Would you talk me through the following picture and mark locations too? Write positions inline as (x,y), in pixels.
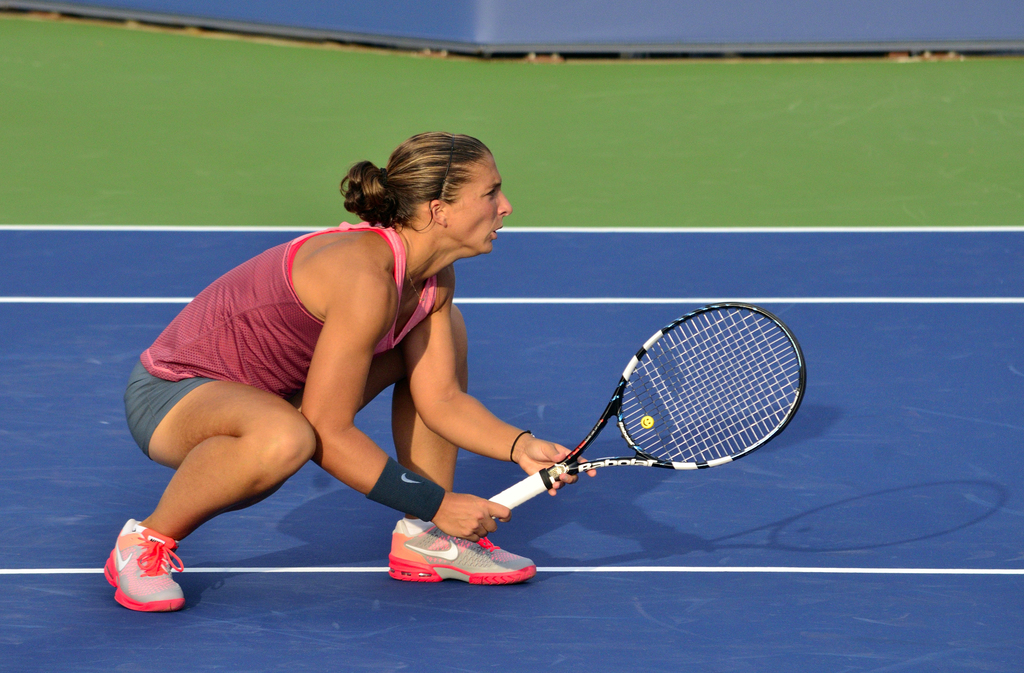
A lady (285,320) is in squat position holding a tennis racket (581,449). She is wearing shoes (140,559). she is on the court (659,592).
